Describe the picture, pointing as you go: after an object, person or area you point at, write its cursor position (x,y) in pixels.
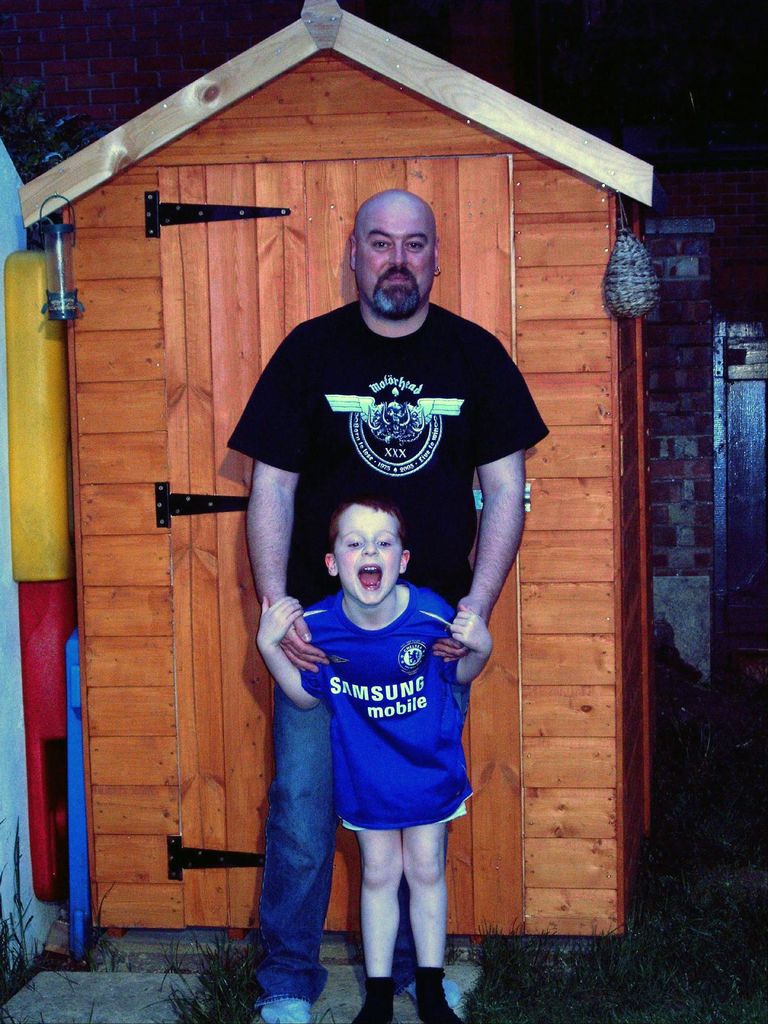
In the picture there is a man (310,799) standing in front of a wooden background (551,208) and he is holding the hands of a boy (390,676) who is standing in front of him and behind the wooden background (592,847) there is a brick wall (658,386).
